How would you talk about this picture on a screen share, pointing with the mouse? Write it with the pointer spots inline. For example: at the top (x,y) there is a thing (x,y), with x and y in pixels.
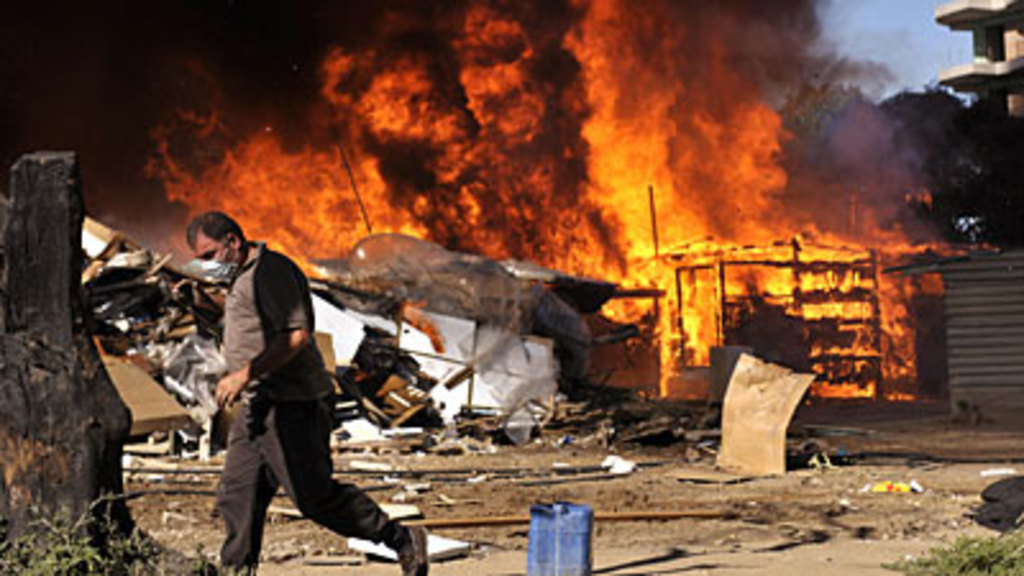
In the image on the left side (316,449) there is a man (316,449) walking and there is a mask (196,263). On the left corner of the image (39,323) there tree trunk (41,194) and also there are plants (103,550). On the ground (525,505) there are few wooden objects (767,461) and also there is a blue color object (550,528). In the background (345,361) there are many things (373,271) burning. In the top right corner of the image (1002,78) there is a building (987,70).
